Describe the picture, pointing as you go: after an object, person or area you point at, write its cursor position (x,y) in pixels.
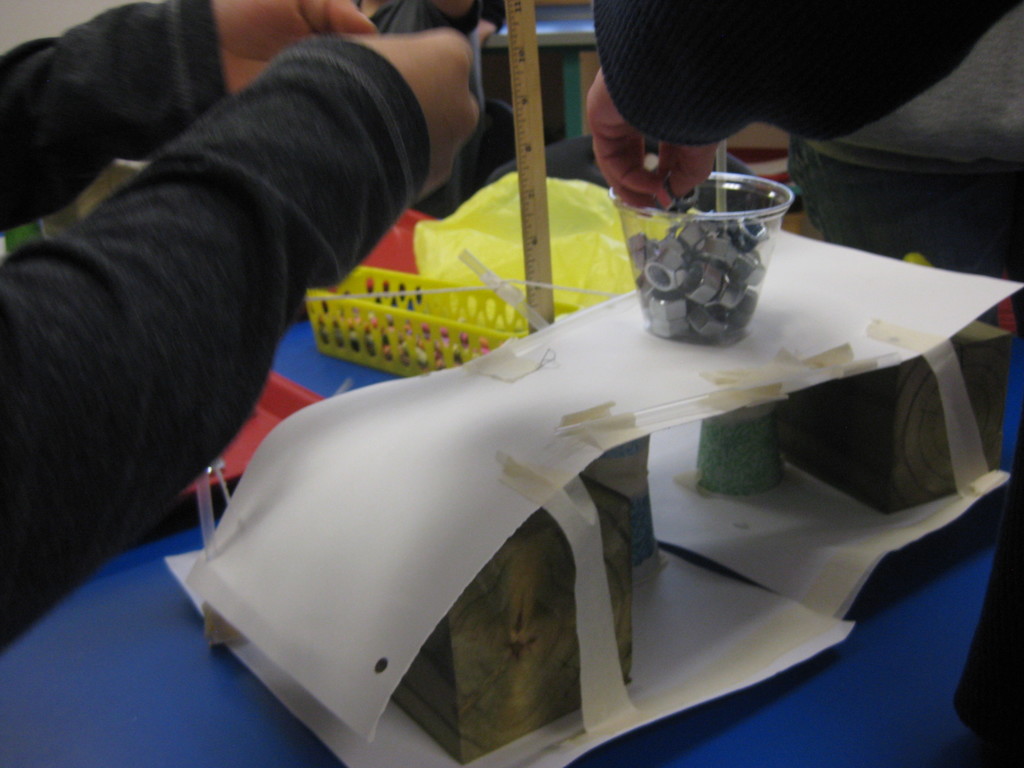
In this image we can see covers (435,250), objects (428,301), papers (353,471), pipes (203,492), wooden pieces (558,592) and bolts (690,271) in the glass (676,222) are on a platform (252,723). We can also see few persons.
